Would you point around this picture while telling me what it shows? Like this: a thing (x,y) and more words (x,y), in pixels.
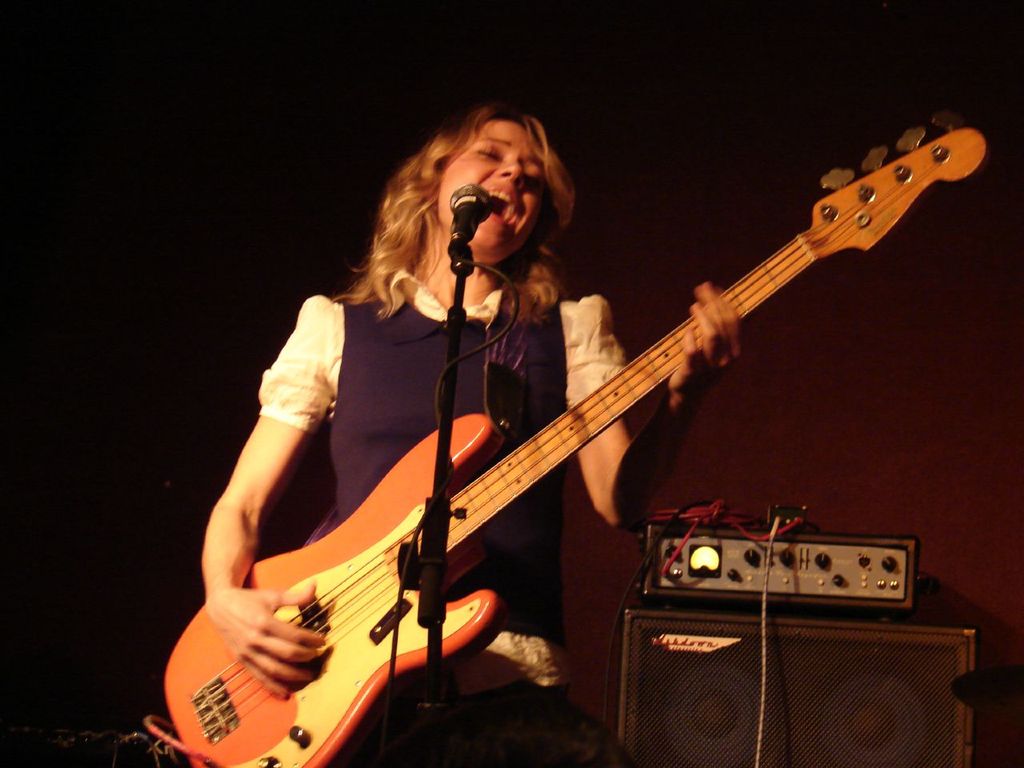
In this picture we can see a woman (408,375) is playing a guitar (467,430), there is a microphone (455,375) in front of her, on the right side (787,693) there is a speaker (798,687) and an amplifier (796,593), there is a dark background (150,250).
